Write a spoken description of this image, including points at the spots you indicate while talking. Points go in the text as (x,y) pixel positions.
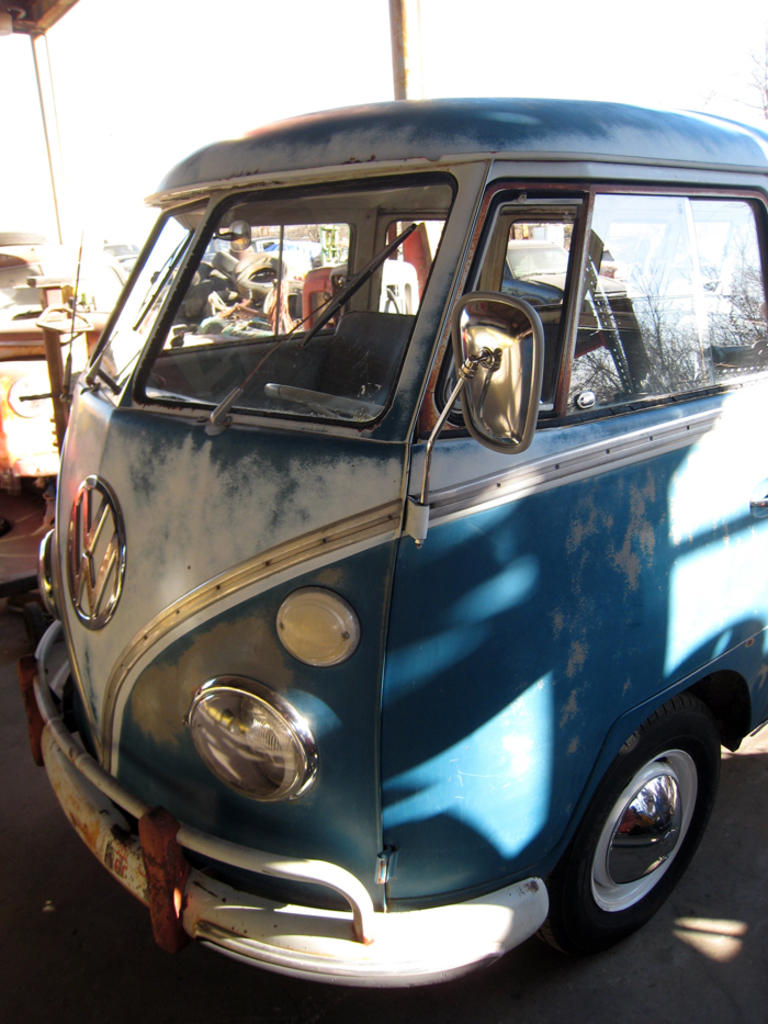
In this picture there is a vehicle (380,561) in the foreground (259,571). At the back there might be a building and there are vehicles (296,240). At the top (330,15) there is sky (249,13). At the bottom (620,953) there is a road (603,953). On the right side of the image (749,269) there is a reflection (722,276) of tree (690,366) on the mirror (599,227).
